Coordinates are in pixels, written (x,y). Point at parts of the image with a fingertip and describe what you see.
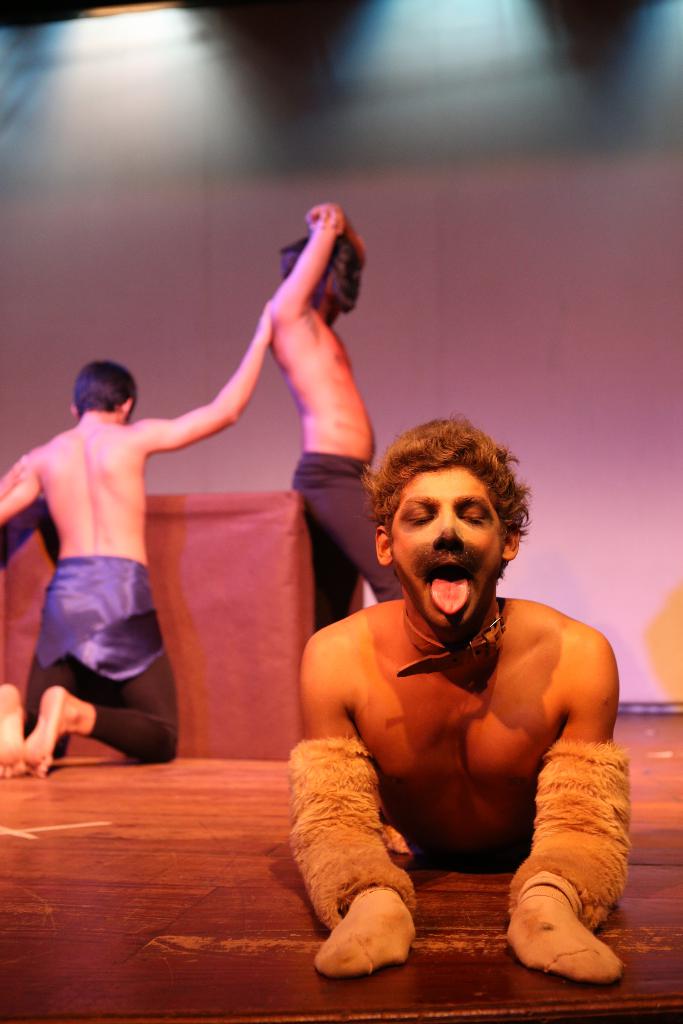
In this image there are three persons (606,817). At the back side (478,303) there is a wall (272,250). In front of the wall (198,479) there is a table (186,613).
